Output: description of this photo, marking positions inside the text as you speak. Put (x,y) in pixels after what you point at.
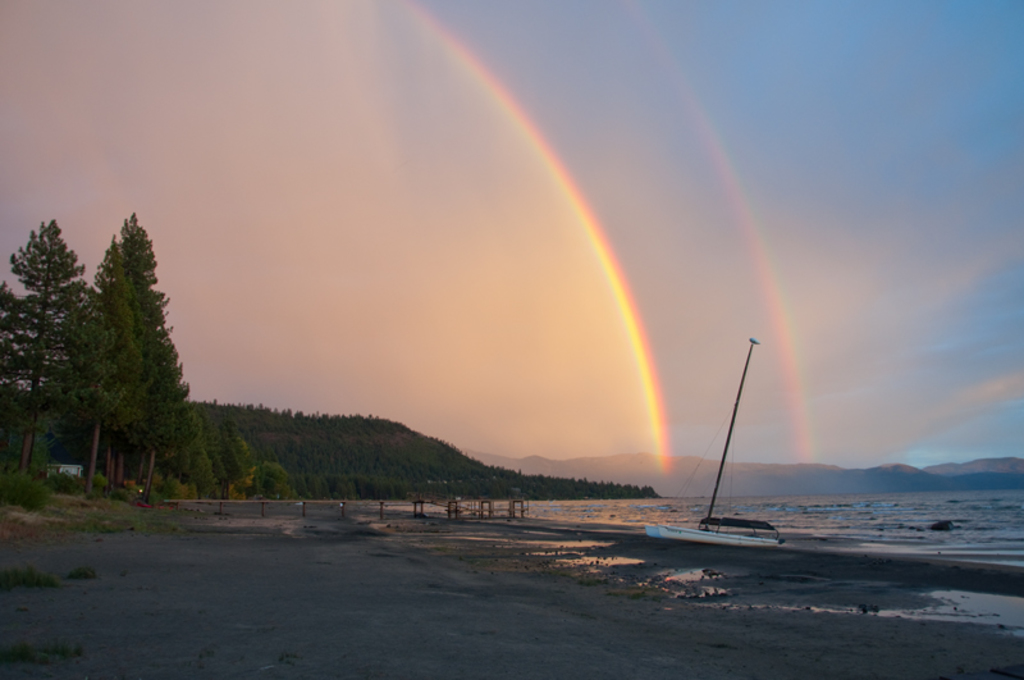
In this image I can see the ground (351,604), the water (650,513), a boat (732,537) and few trees (225,452) which are green in color. In the background (667,425) I can see a rainbow (667,425), few mountains (693,493) and the sky (504,225).
